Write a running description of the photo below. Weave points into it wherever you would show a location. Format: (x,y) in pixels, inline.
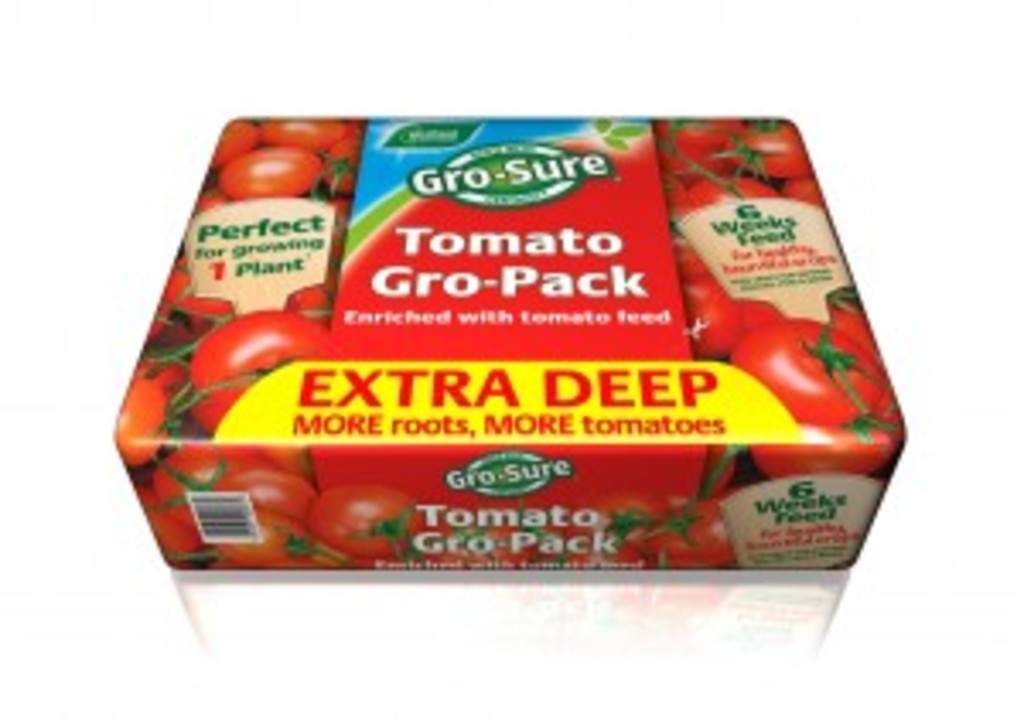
In this image there is a box (524,379).
